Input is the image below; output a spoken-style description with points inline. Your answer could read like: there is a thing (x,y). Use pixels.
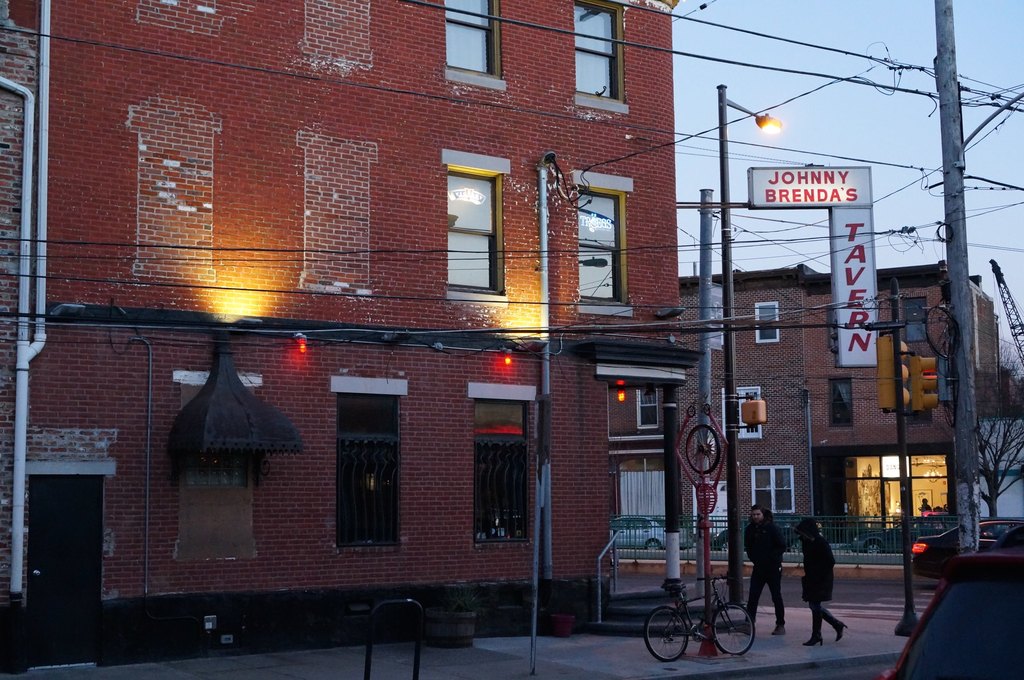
In this picture I can see buildings (985,360), few poles (946,198) and couple of boards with some text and I can see lights (521,337), a tree (1009,465) and a bicycle (693,624) parked. I can see few cars (954,595) on the road (888,618) and couple of them walking on the sidewalk (788,642) and a blue clear sky (905,29).
